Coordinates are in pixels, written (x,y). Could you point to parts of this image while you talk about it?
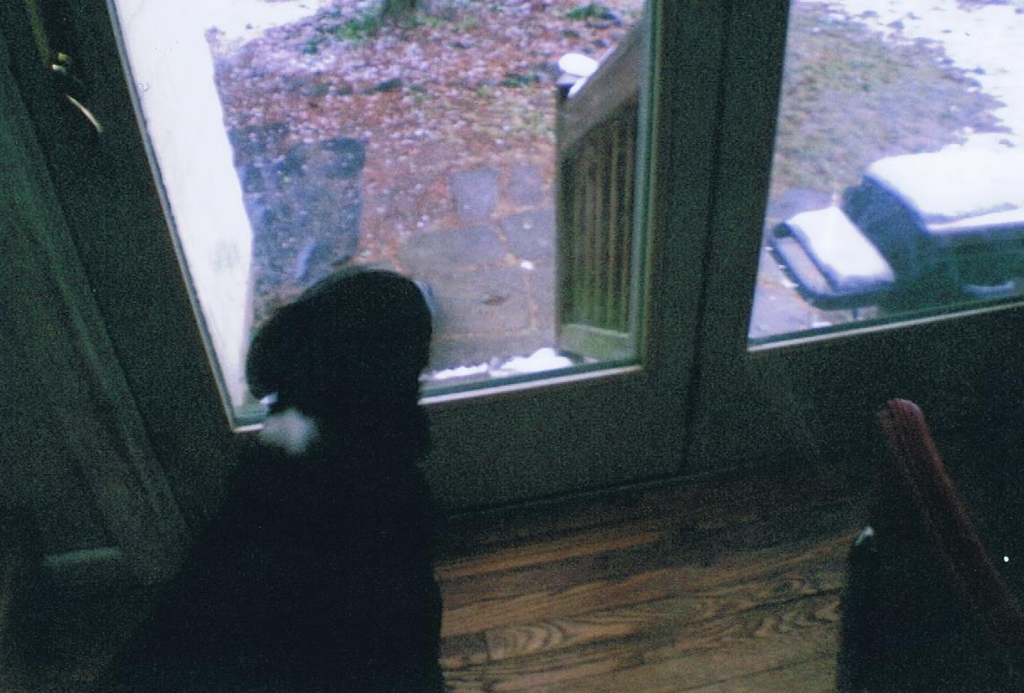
There is a door (282,252) and outside the door (748,101) there is an object (896,205) and snow (905,167) around the house (689,178).
